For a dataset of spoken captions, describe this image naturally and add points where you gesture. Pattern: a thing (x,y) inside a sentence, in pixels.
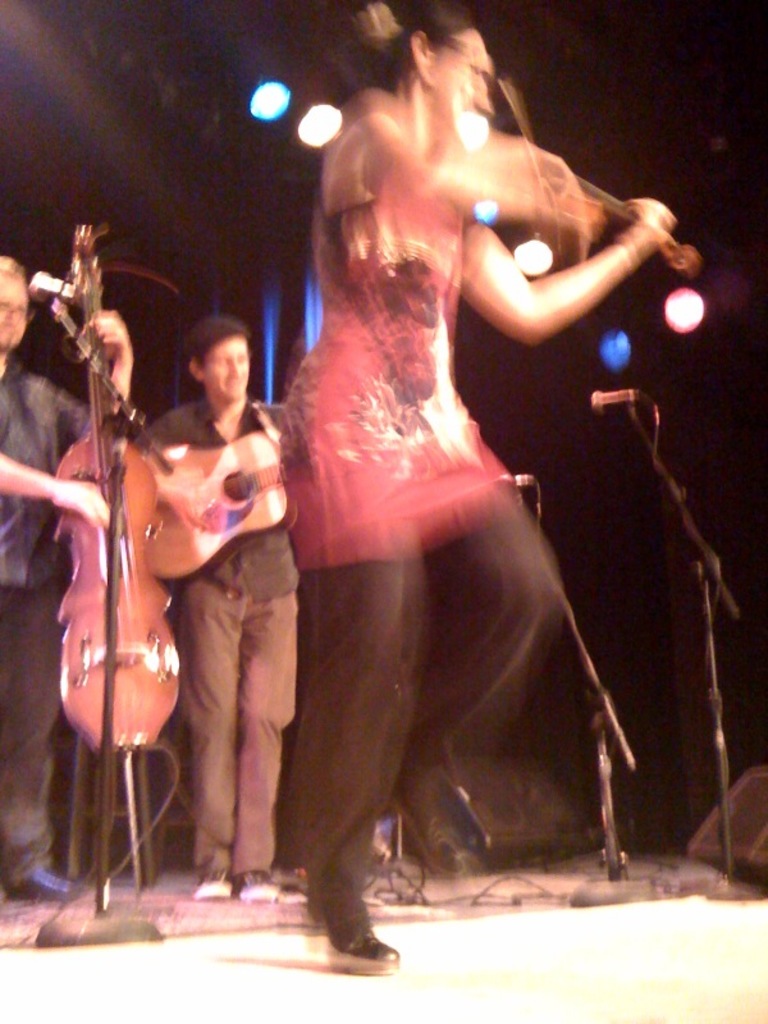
This looks like a concert musical program. Here a person (443,442) is playing violin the person (404,399) who is playing violin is wearing pink dress (456,454) with black bottom (357,677) and they are also wearing shoes (380,950). And there is a mic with a mic stand (95,934) here. There are so many wires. And here a person (208,329) he is playing guitar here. And he is wearing black shirt (266,569) there are also lights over here. And here it looks like a speaker (477,848).
